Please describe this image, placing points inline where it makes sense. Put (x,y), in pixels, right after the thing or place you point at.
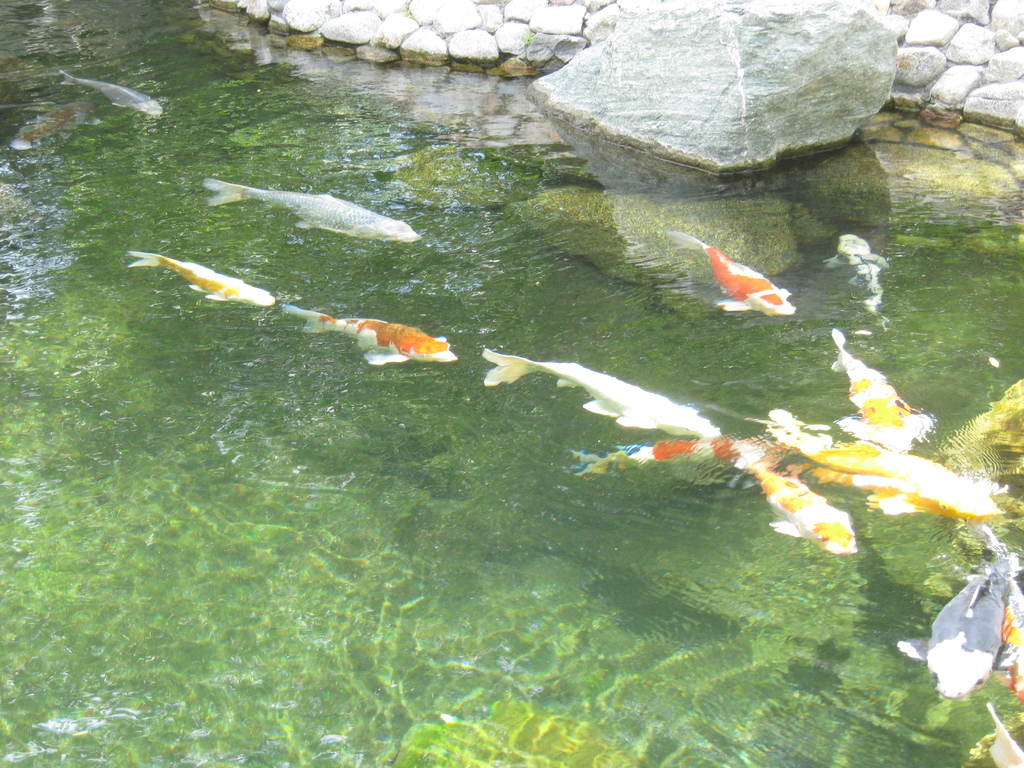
In this image there is water (442,380) and we can see fish (843,444) in the water (730,513). In the background (715,99) there are rocks (715,40).
